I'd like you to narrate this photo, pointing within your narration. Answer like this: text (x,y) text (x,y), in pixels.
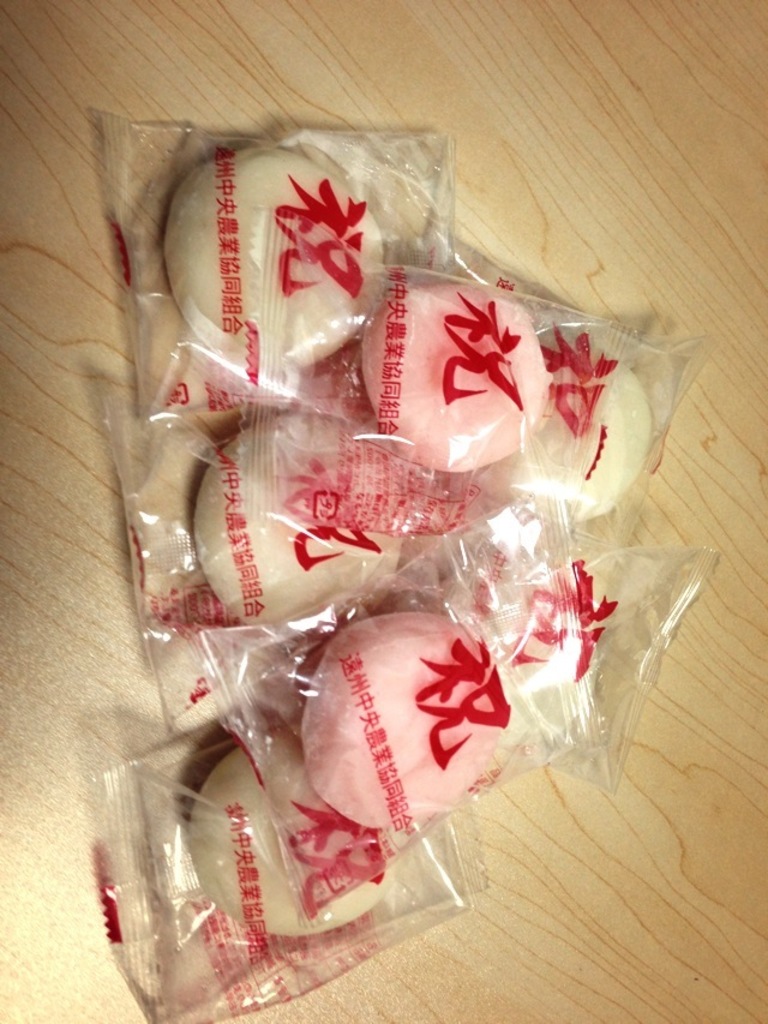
In this image I can see few cream and pink color objects (449,655) covered in the plastic cover (280,795). They are on the brown surface (491,163).
